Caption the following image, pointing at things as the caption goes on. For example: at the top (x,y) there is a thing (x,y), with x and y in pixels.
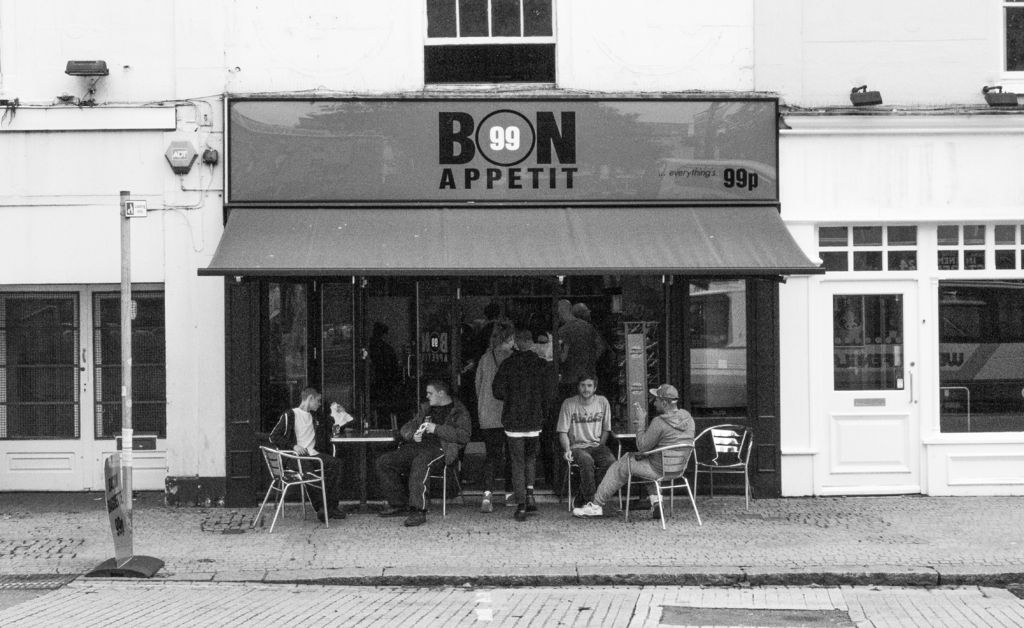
In this image in the center (478,405) there are a group of people (638,462) some of them are sitting on chairs (284,493), and some of them are standing and there are some tables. In the background (885,308) there are buildings (634,179) and there is a text (485,160) on the building (210,226), and also we could see some poles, boards (240,155) and objects (77,104) and lights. At the bottom (234,594) there is road (622,600).
